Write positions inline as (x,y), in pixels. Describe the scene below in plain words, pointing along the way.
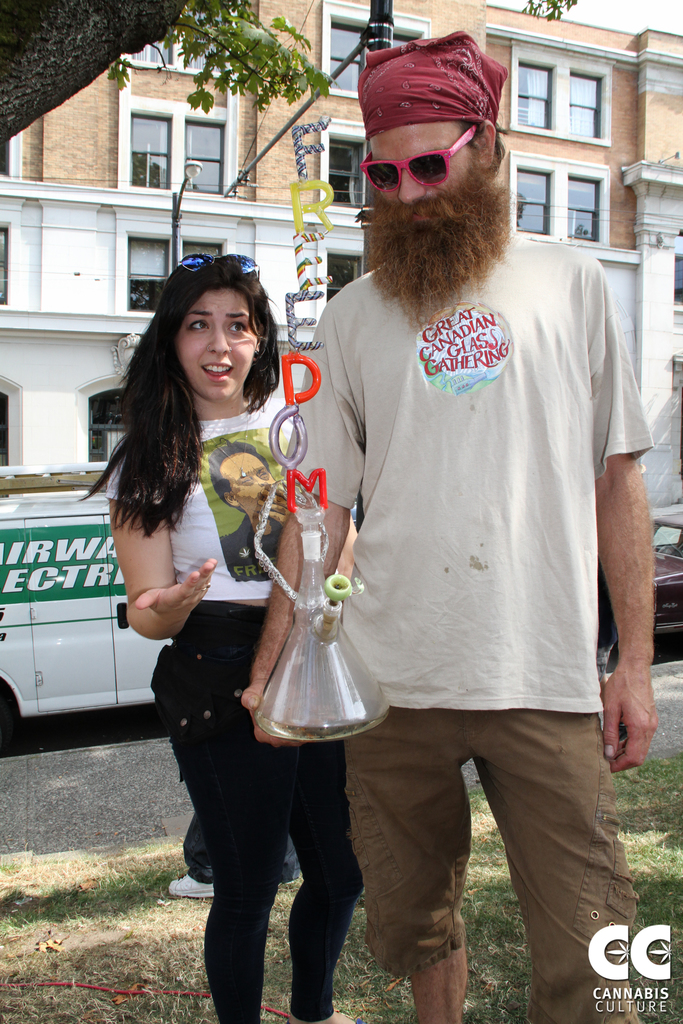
In this picture we can see a man (535,308) standing on the grass ground (115,882) and holding something made of glass (285,645). On the left side (221,655), we can see a woman (199,292) standing and looking at him. In the background (99,110), we can see vehicles (15,629) and buildings (221,161).
